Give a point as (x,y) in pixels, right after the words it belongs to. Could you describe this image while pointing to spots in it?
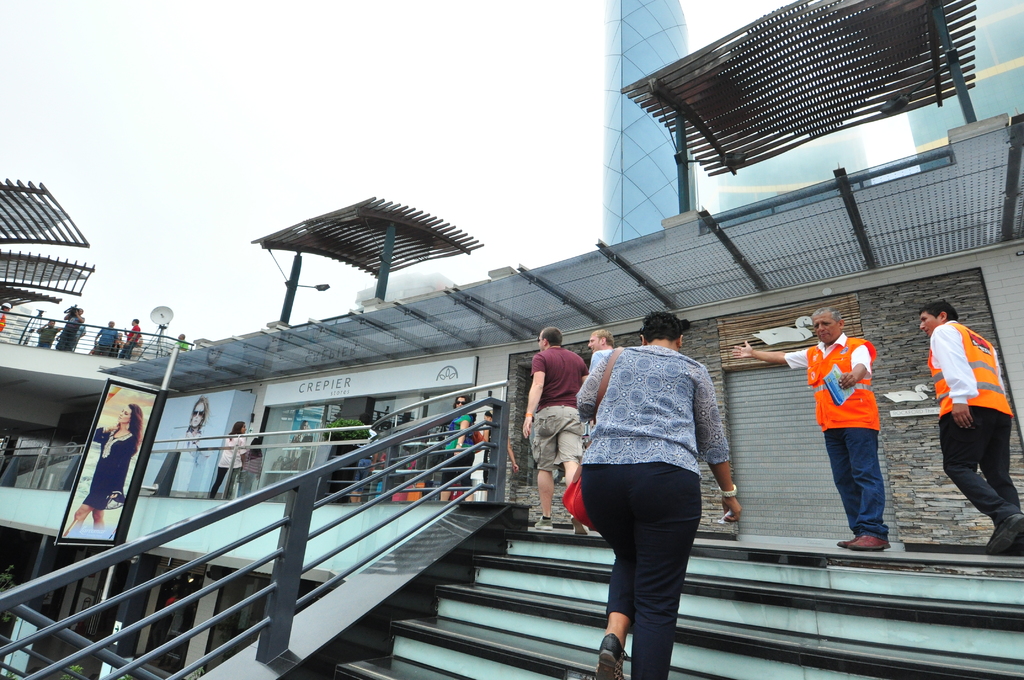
In this picture we can see shelters (724,128) and background (628,160) is blue, it seems like a pillar (652,183). In this picture we can see a store (475,379) and boards (135,439). We can see people (851,402) wearing orange jackets (859,416). We can see people (590,409) are walking. we can see a person (607,445) climbing the stairs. On the left side (173,536) we can see a railing (468,491) and green leaves (76,679). In the top left corner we can see people (54,339) standing and a dish panel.
